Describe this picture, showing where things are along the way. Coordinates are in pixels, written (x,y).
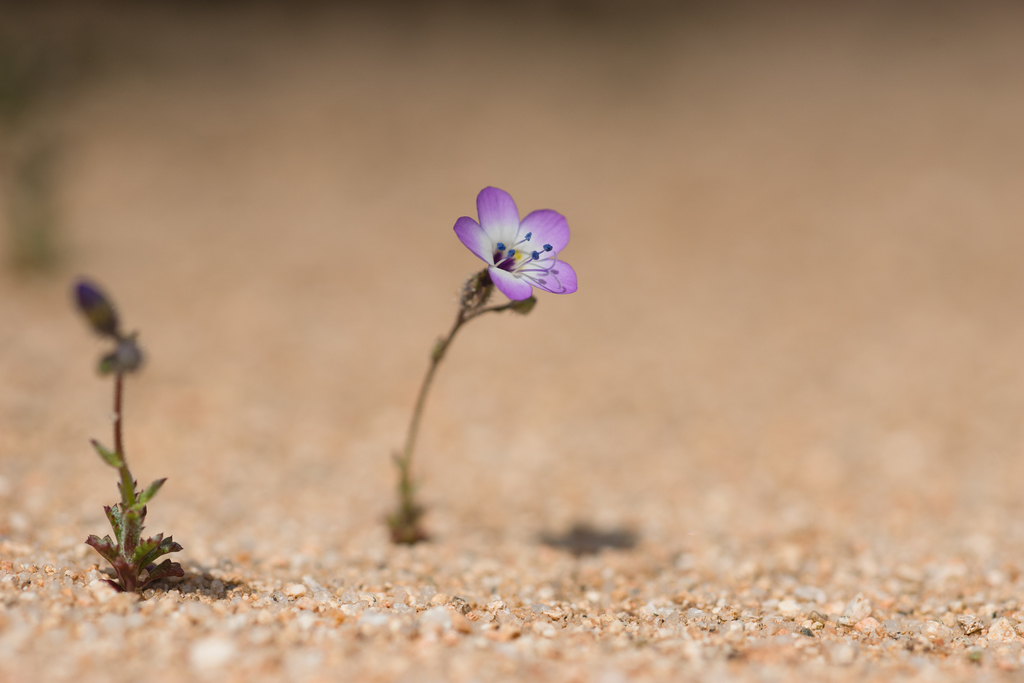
In the middle of the picture (468,235), we see a violet color flower (485,278) with five petals (489,227). At the bottom of the picture (411,577), we see small stones (530,625) and in the background (383,137), it is blurred.
